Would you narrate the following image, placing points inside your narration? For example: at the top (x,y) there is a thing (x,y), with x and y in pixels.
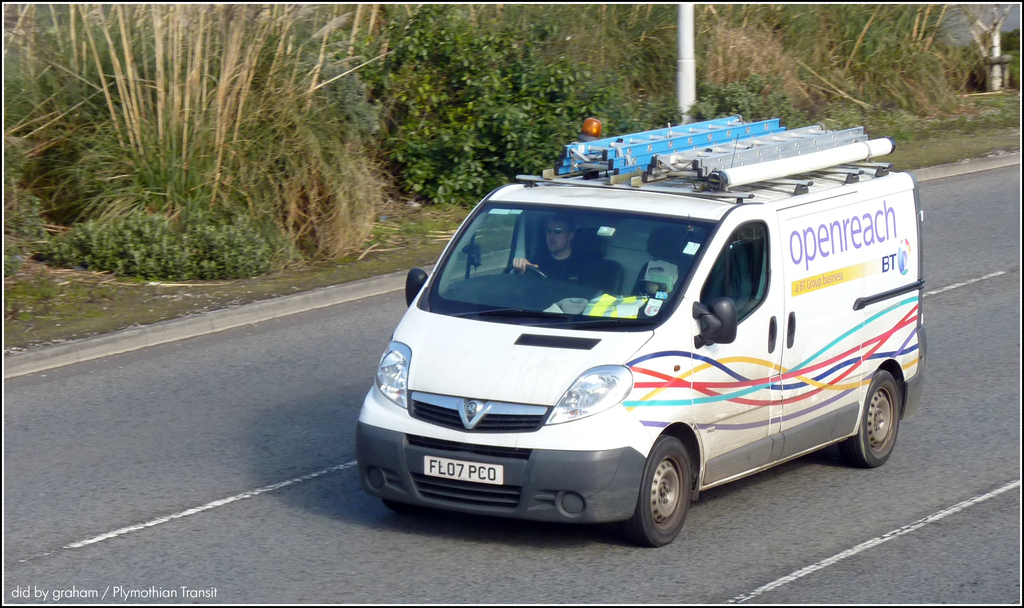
In this picture we can see a person (552,235) inside the vehicle (477,216). This vehicle (395,478) is on the road (68,579). We can see some trees (842,77) and a pole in the background (990,54).
